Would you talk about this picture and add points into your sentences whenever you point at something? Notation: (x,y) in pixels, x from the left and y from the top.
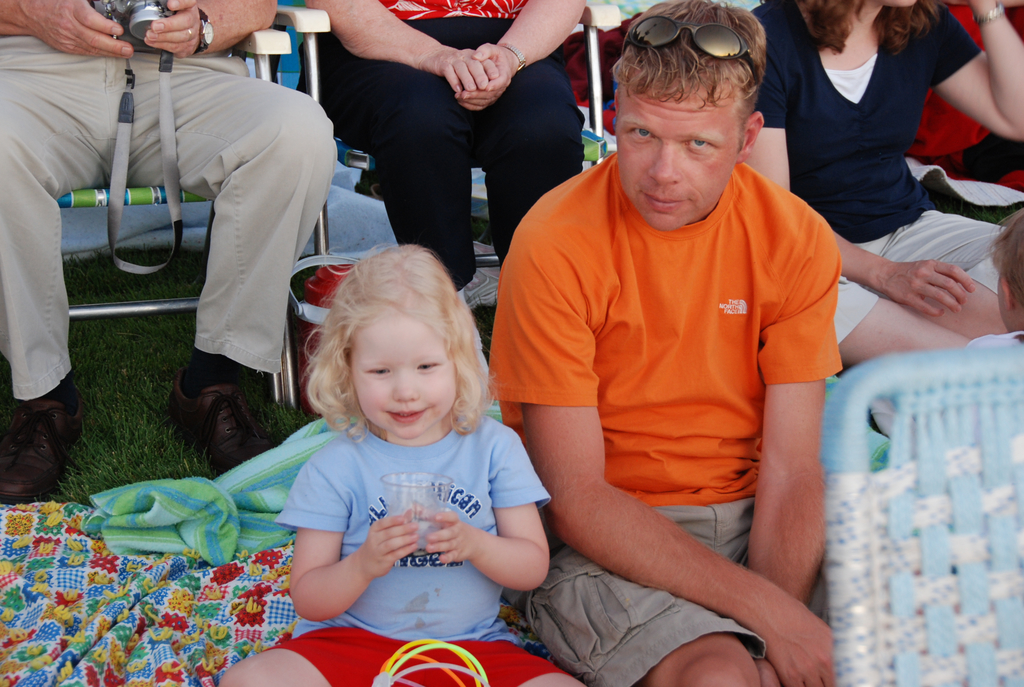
In this picture we can see a group of people (851,331), some people (203,388) are sitting on chairs (982,370), some people (816,336) are sitting on a cloth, this cloth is on the grass (266,414), one person (205,409) is holding a camera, one child (323,368) is holding a glass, another person (538,250) is wearing a goggles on his head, here we can see an object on the grass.
